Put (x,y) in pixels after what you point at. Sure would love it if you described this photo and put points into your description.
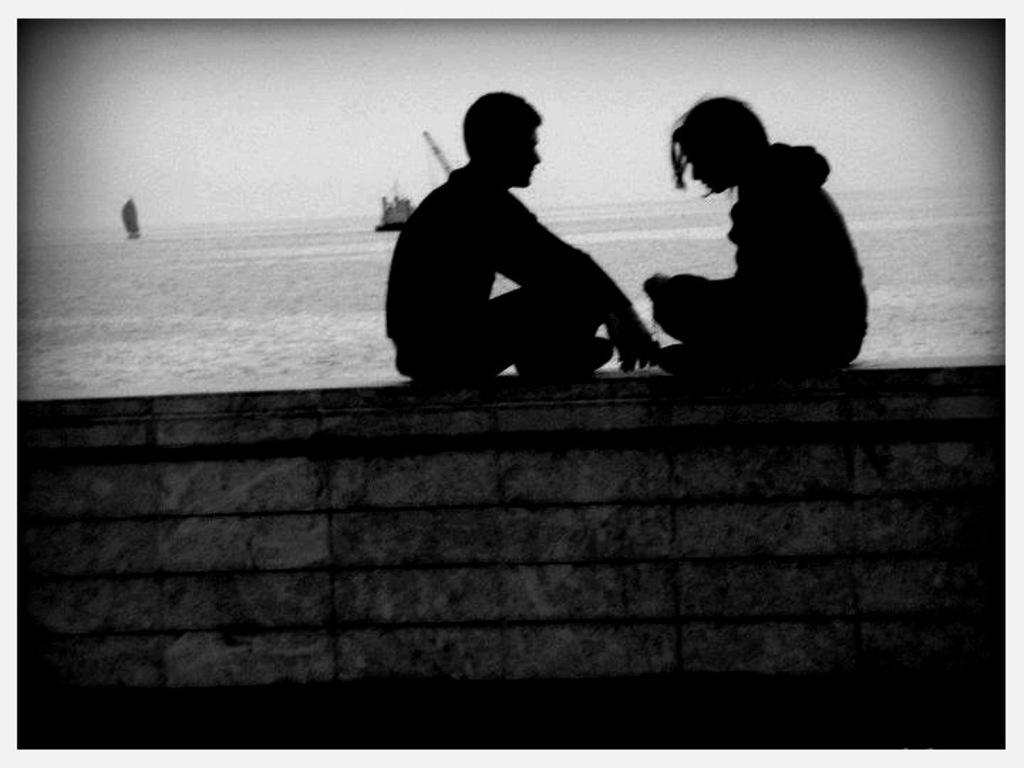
In the image I can see two people (697,359) are sitting on the wall (537,523). In the background (321,294) I can see boats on the water (295,246) and the sky (308,109). This image is black and white in color.
